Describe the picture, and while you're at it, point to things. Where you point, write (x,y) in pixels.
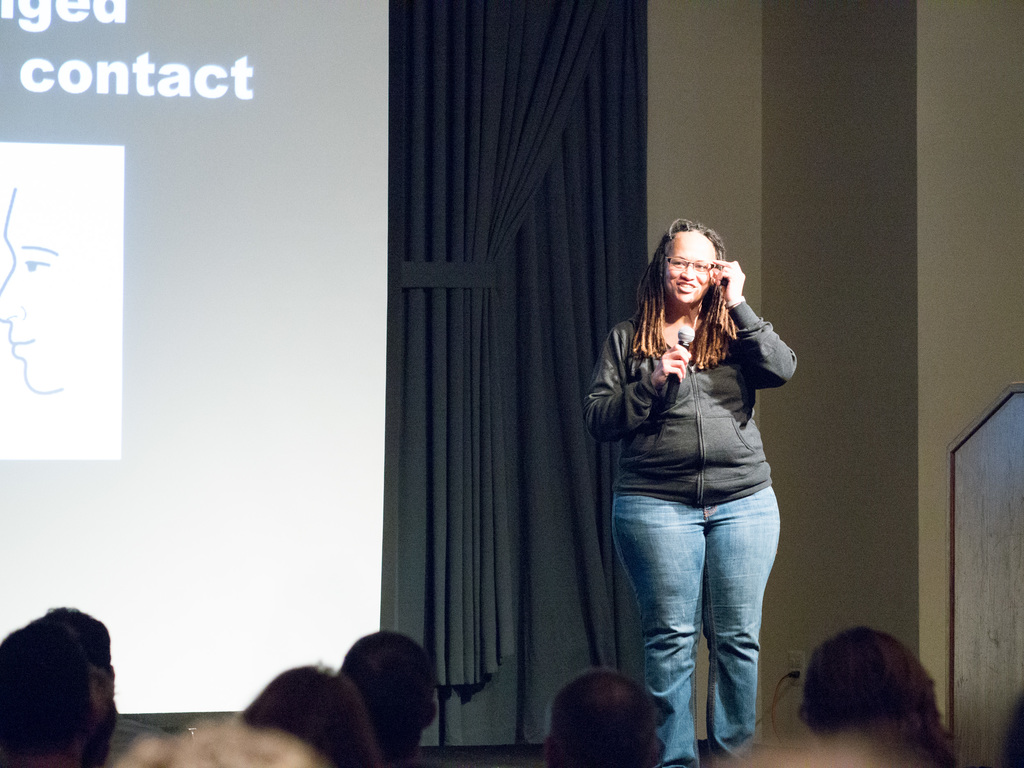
This picture describes about group of people (405,691), on the right side of the image (763,455) we can see a woman (682,410), she is smiling and she is holding a microphone (666,397), behind to her we can see curtains (470,250) and projector screen (270,367).
